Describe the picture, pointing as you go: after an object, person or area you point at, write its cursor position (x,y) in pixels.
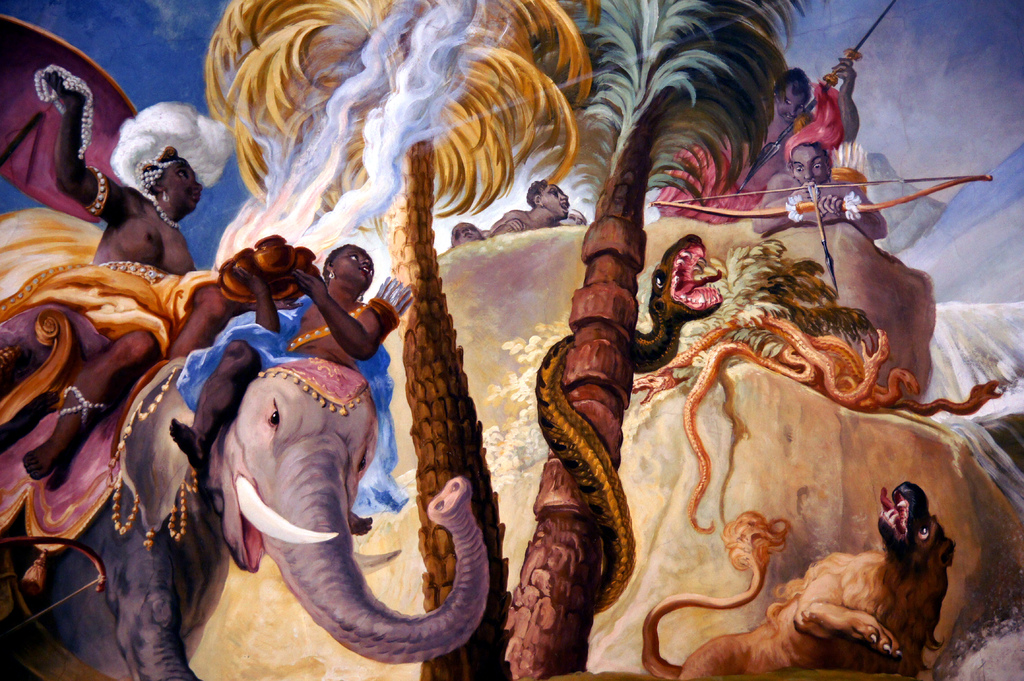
This is a painting. In this picture we can see the trees (612,283), mountain (574,240), snakes (676,311), some persons (174,356), elephant (319,501), arrows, water (986,407), clouds (977,91), sky (89,30) and animal (831,631).
